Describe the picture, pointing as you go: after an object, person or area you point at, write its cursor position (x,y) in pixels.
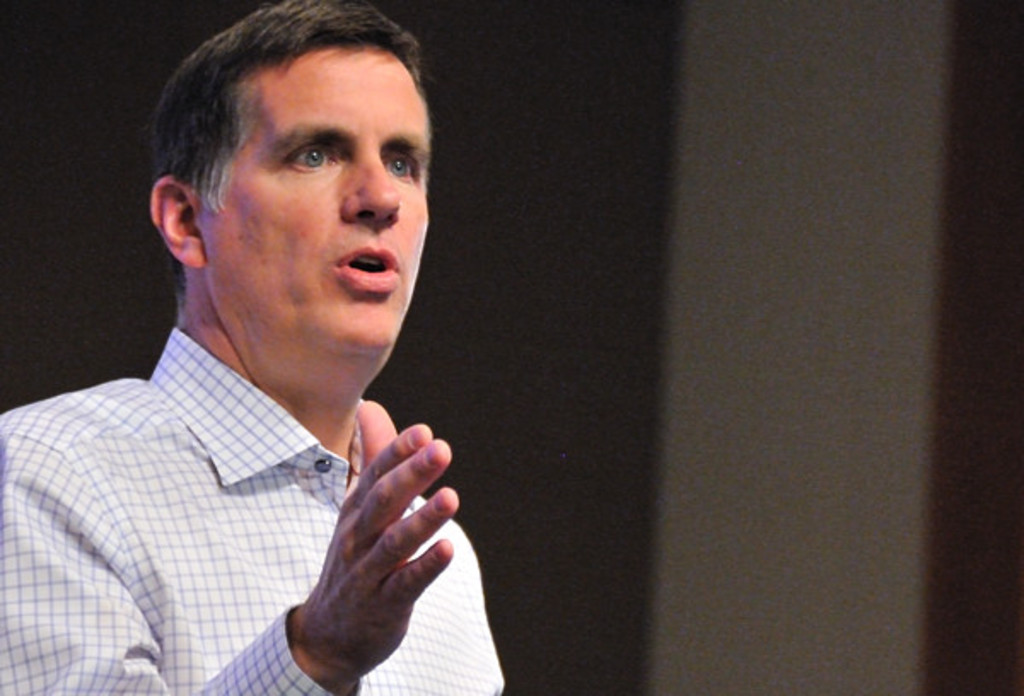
In the left (286,78) I can see a person (344,74). The background (880,602) is dark in color. This image is taken may be on the stage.
